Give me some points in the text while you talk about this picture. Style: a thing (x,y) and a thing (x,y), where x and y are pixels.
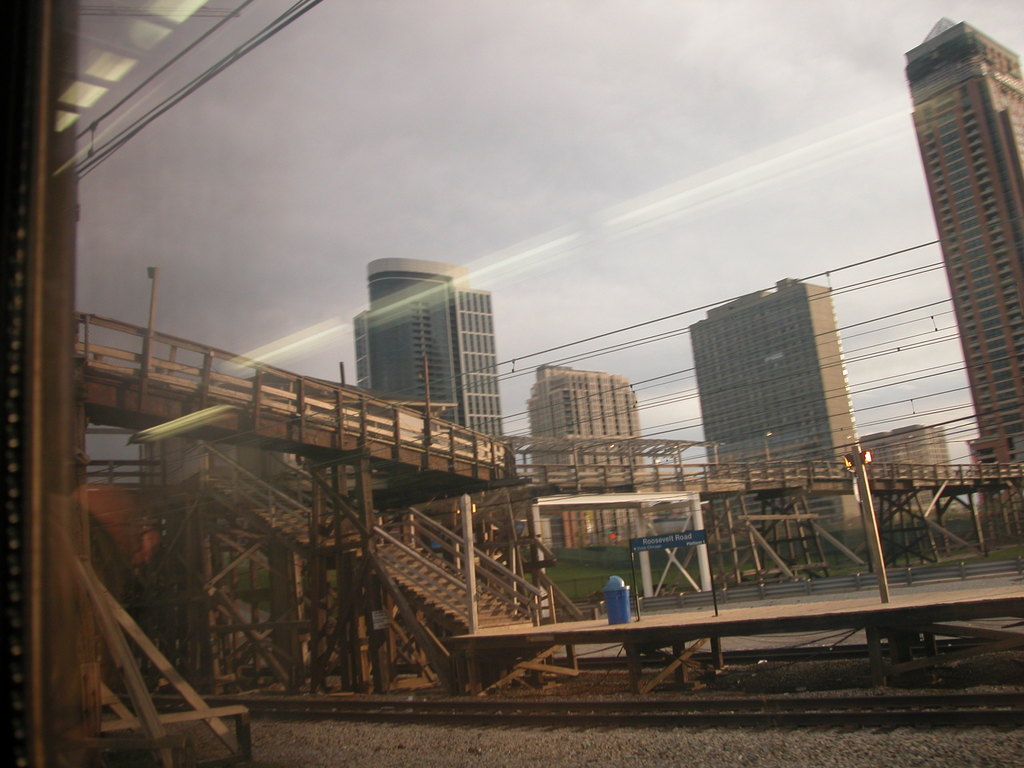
In the foreground of the picture (544,564) there are staircase (444,572), stage (660,643), railway track (672,708), stones (563,753) and bridge (802,504). In the center of the picture (478,349) there are buildings (814,349) and grass (571,569). Sky (559,158) is cloudy.
